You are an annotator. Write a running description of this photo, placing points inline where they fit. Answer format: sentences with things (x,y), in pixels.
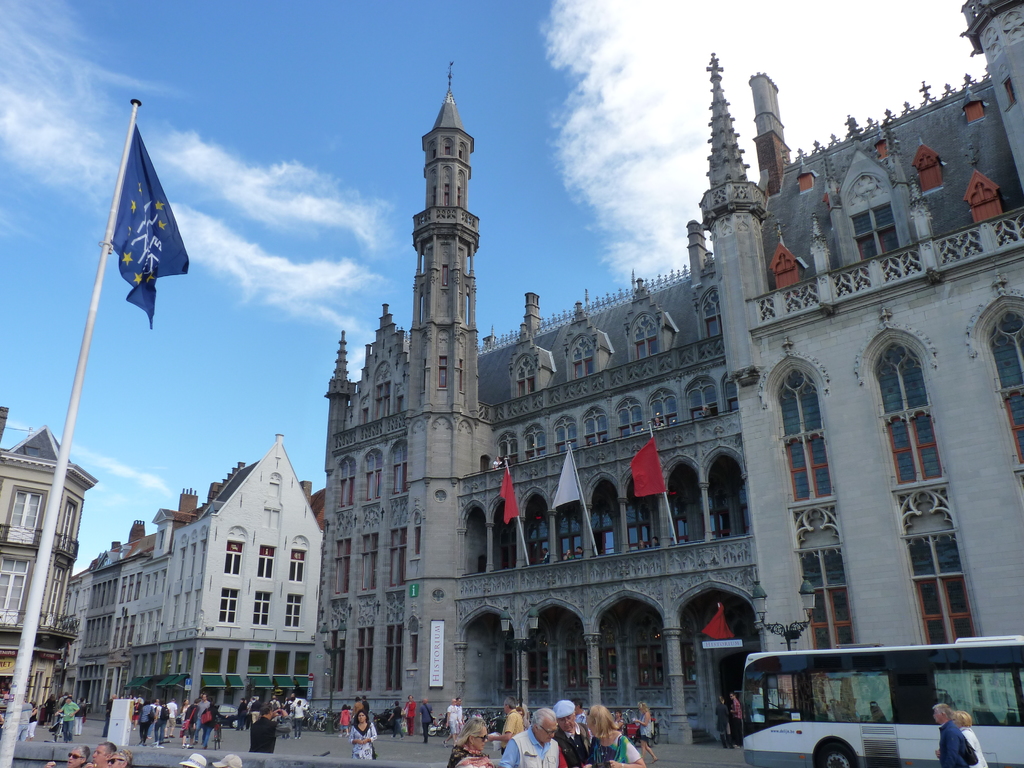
In this picture we can see a few people (591,742) on the path (374,741). We can see a flag (145,252) on a pole (6,726) on the left side (78,374). There is a bus (912,650) visible on the road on the right side (910,675). We can see a few buildings (382,531) from left to right. There are a few flags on the poles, some boards (442,644), windows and a few other things (475,587) visible on a building (506,527) on the right side (712,648). Sky (358,94) is blue in color and cloudy.
